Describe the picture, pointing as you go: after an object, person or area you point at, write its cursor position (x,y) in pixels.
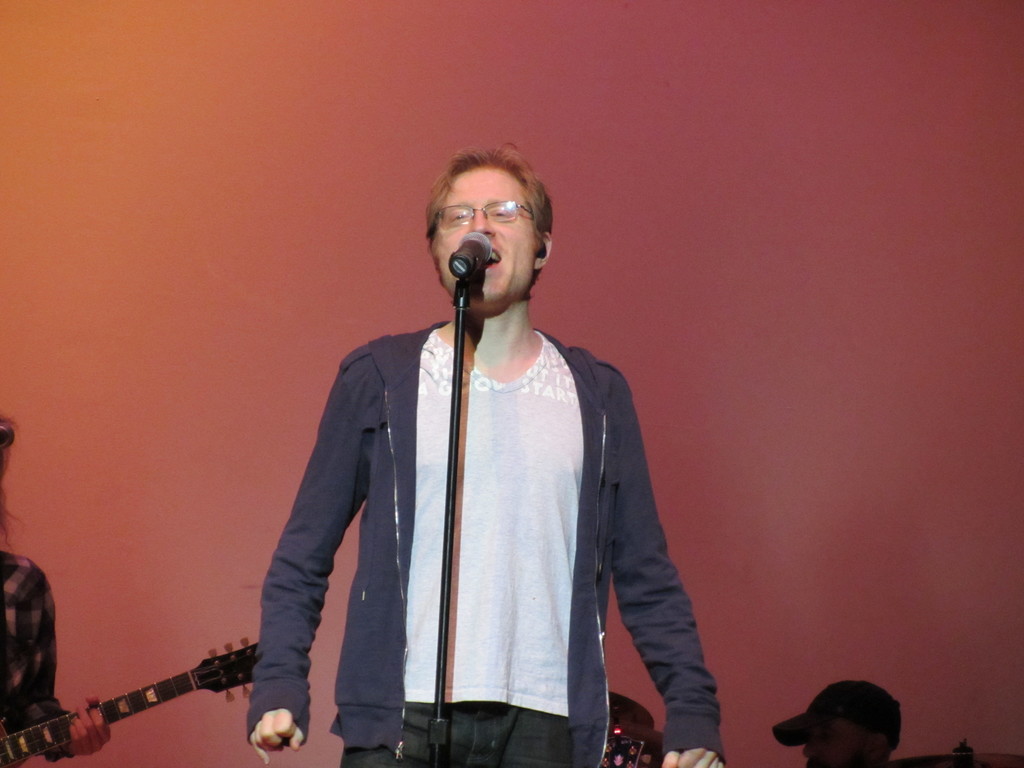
In this picture there is a man (534,221) who is standing and singing, there's a microphone (464,263) and microphone stand (462,319) in front of some guitar player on his right and there is a drum player (843,689) on his left and the background (770,260) is a wall (738,176).
